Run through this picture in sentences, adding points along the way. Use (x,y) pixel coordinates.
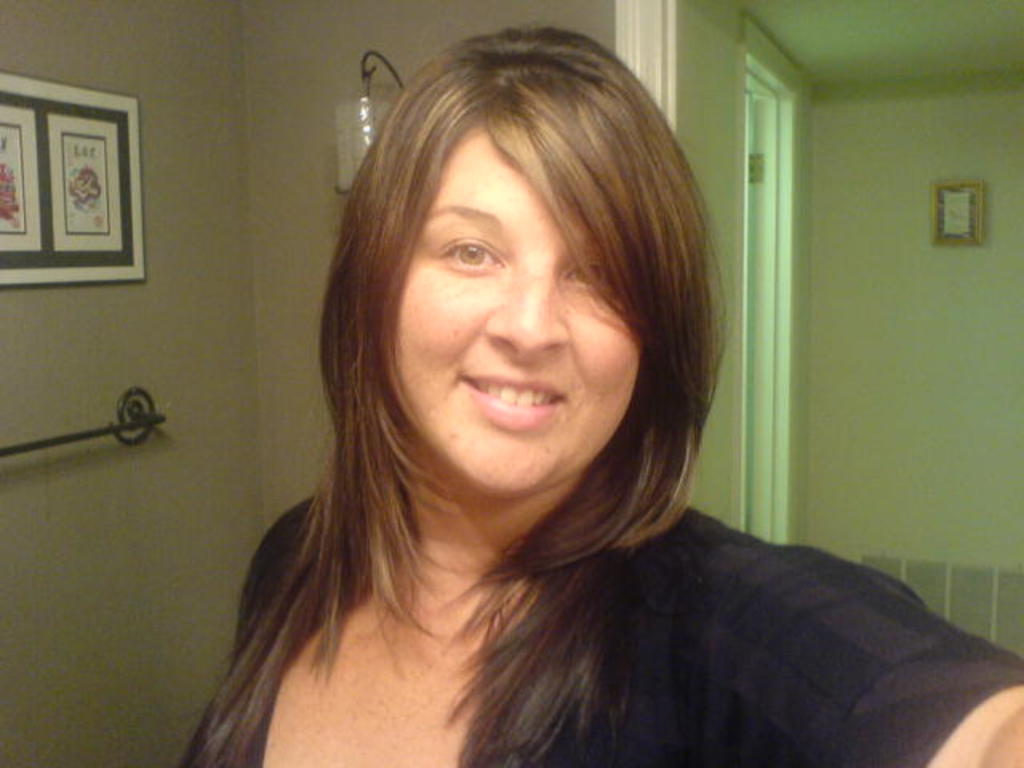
This image consists of a woman (609,561) wearing black dress (826,693). In the background (443,13), there is a wall (318,417) on which there are frames (136,268).
